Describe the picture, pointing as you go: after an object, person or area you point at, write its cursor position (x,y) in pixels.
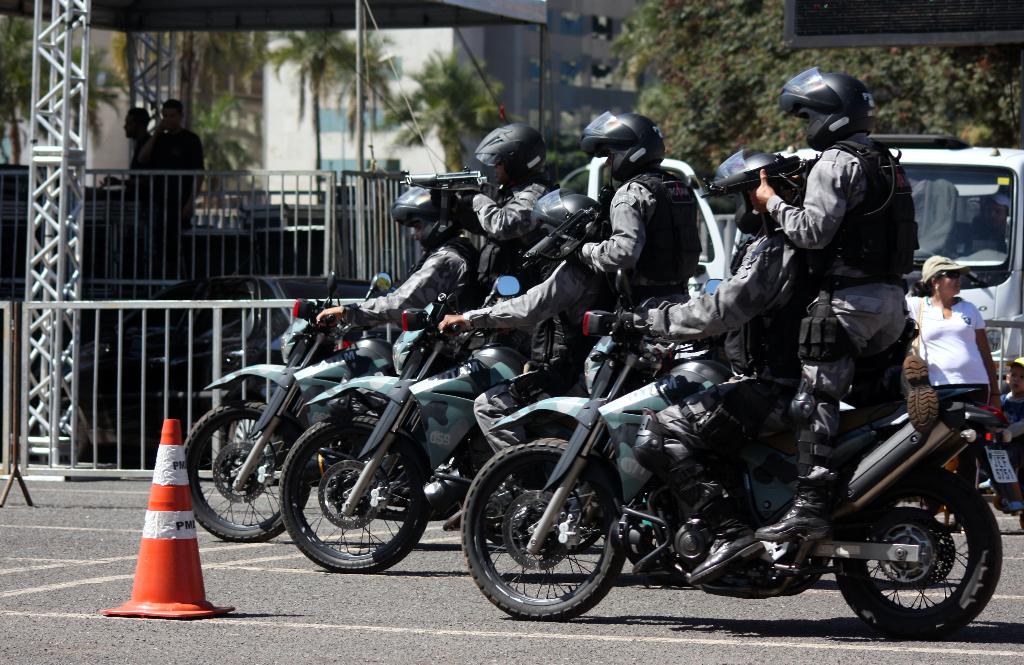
In this image we can see a few people (511,318) riding the vehicle (499,344) and behind them we can see a few people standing and holding the weapons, near that we can see the metal poles (59,222), trees (894,102), in the background (560,59) we can see the buildings (384,157).
